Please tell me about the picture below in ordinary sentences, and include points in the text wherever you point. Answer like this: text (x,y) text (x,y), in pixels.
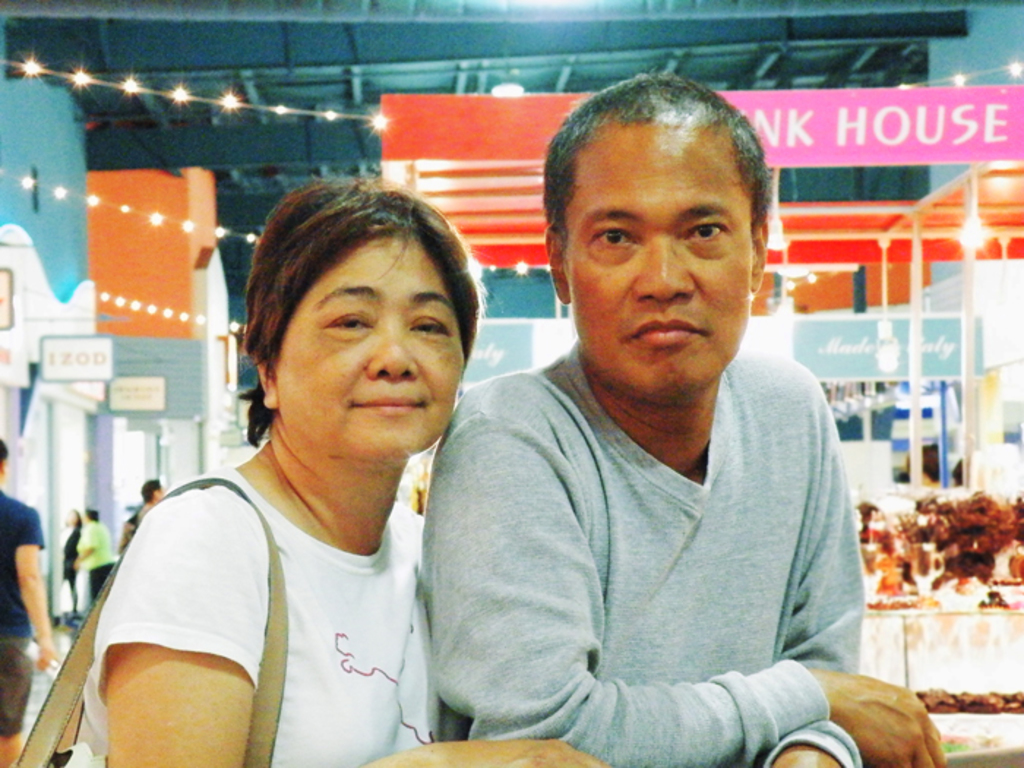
In this picture we can see a man (425,514) and a woman (353,532) and in the background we can see people (148,491), name boards (1020,125), lights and some objects (773,300).
